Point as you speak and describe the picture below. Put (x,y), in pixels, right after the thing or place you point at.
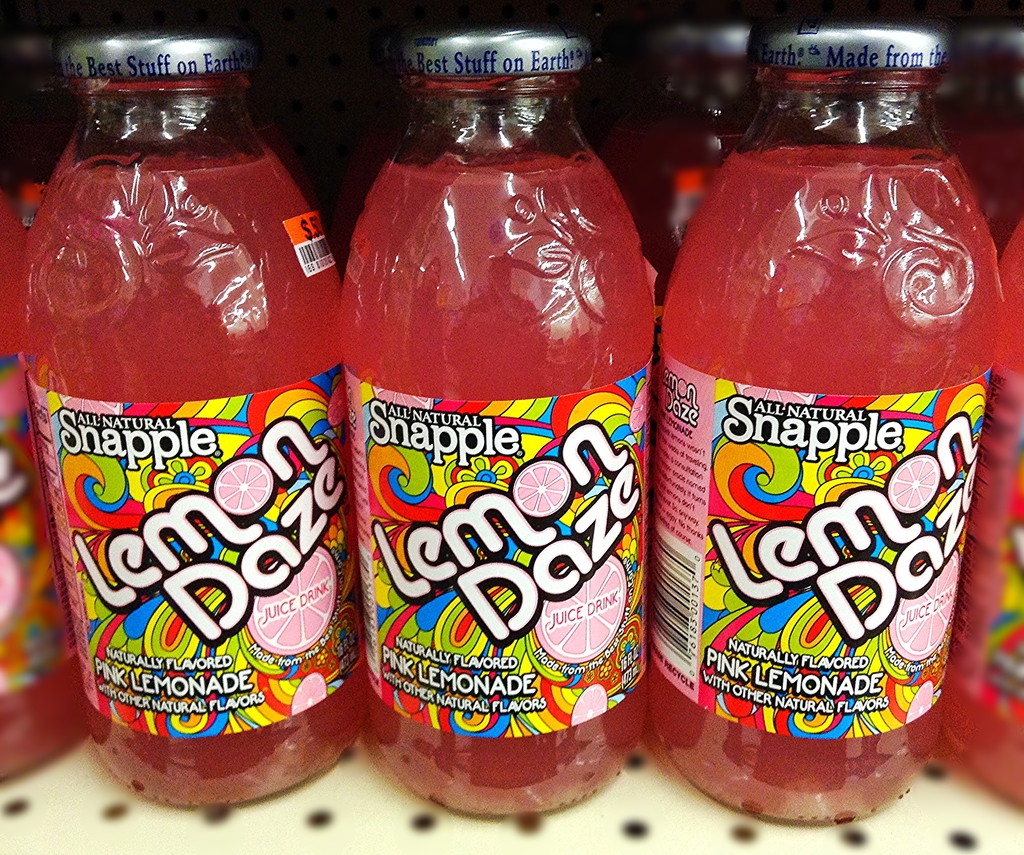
In this picture we can see three bottles (744,161) with stickers (264,467) on it and caps (885,36) to it.
